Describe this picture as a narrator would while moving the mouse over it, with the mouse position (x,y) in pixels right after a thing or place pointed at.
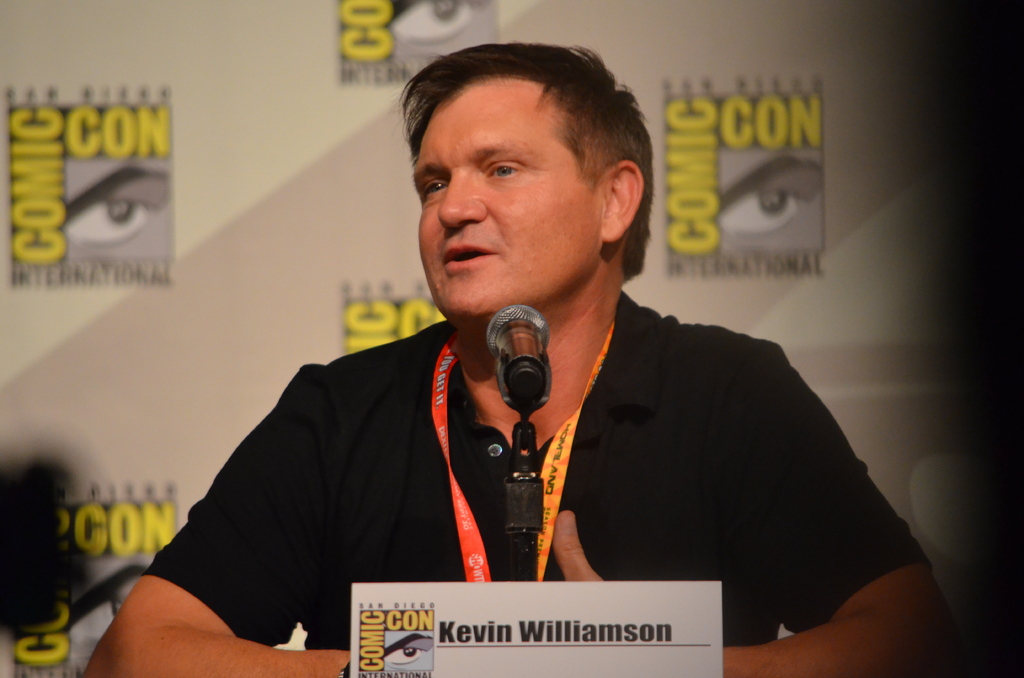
In this image, I can see a man (686,568) sitting. In front of the man (548,495), I can see a name board (418,639) and a mike (524,394). In the background (257,366), there is a board (822,272).
